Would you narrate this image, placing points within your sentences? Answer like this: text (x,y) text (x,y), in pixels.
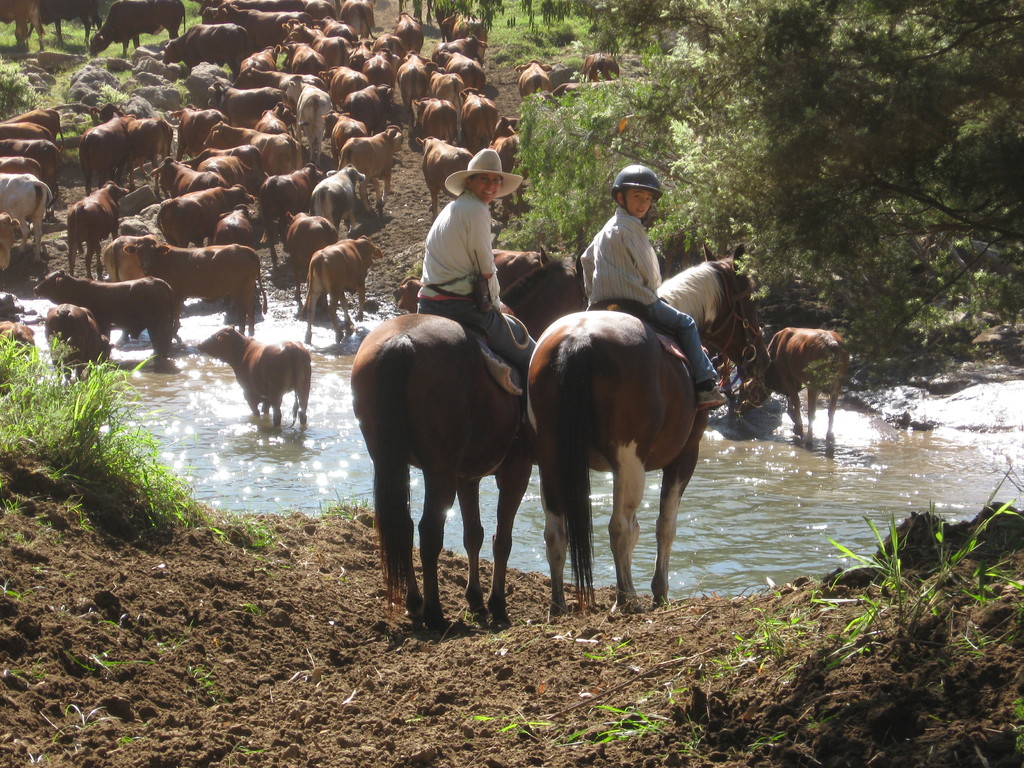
This picture shows a herd of cows (442,164) and we see couple of them seated on the horses (566,330), One of them wore hat (516,177) and another one wore helmet (616,185) on their heads (632,198) and we see trees (673,190).
